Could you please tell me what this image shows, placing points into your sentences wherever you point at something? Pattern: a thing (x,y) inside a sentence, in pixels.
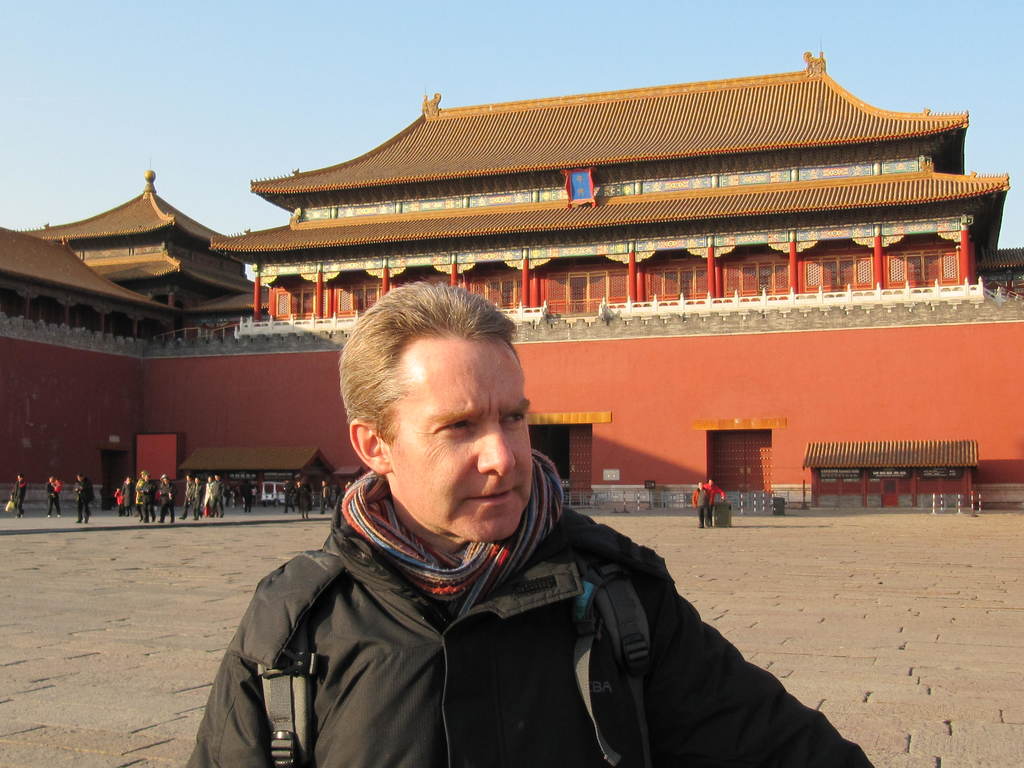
There is one man (429,603) wearing a black color coat (458,692) is present at the bottom of this image (463,666). We can see a group of people (249,487) in the background (321,503). There is a building (311,286) in the middle of this image (373,286) and the sky (273,129) is at the top of this image (310,64).
